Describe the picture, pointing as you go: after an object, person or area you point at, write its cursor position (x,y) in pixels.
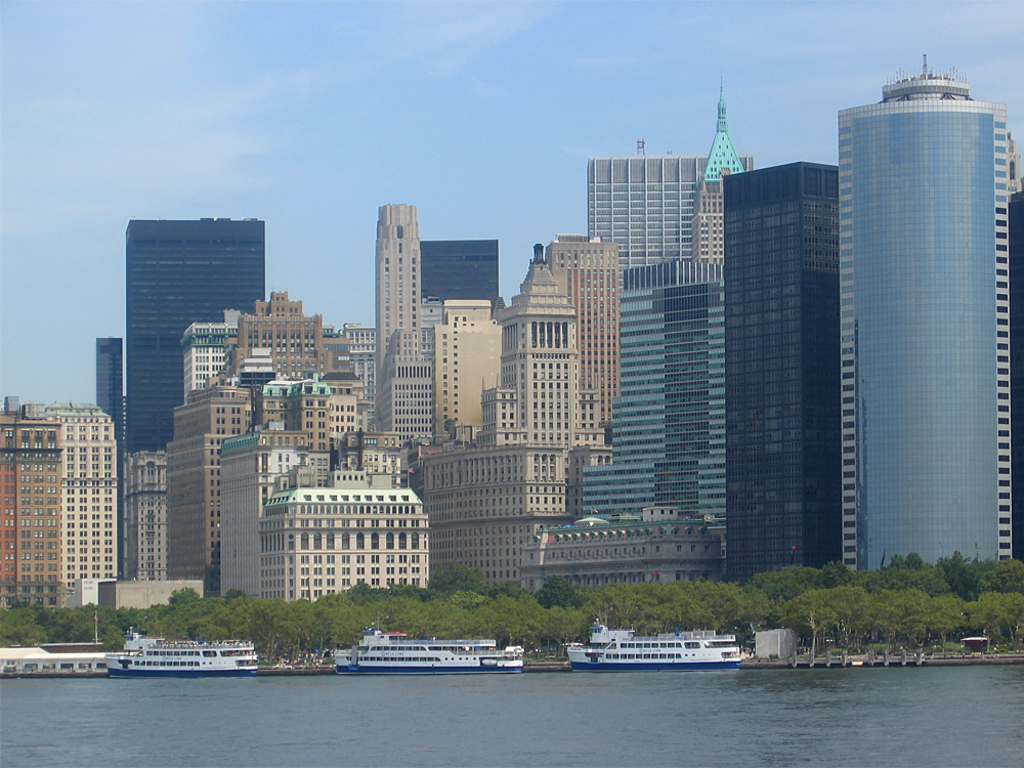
In this picture I can see there is a river (617,695) and there are boats (376,664) docked, in the backdrop (510,636) I can see there are trees (26,619), buildings (199,550) and they have glass windows (898,242) and the sky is clear.
